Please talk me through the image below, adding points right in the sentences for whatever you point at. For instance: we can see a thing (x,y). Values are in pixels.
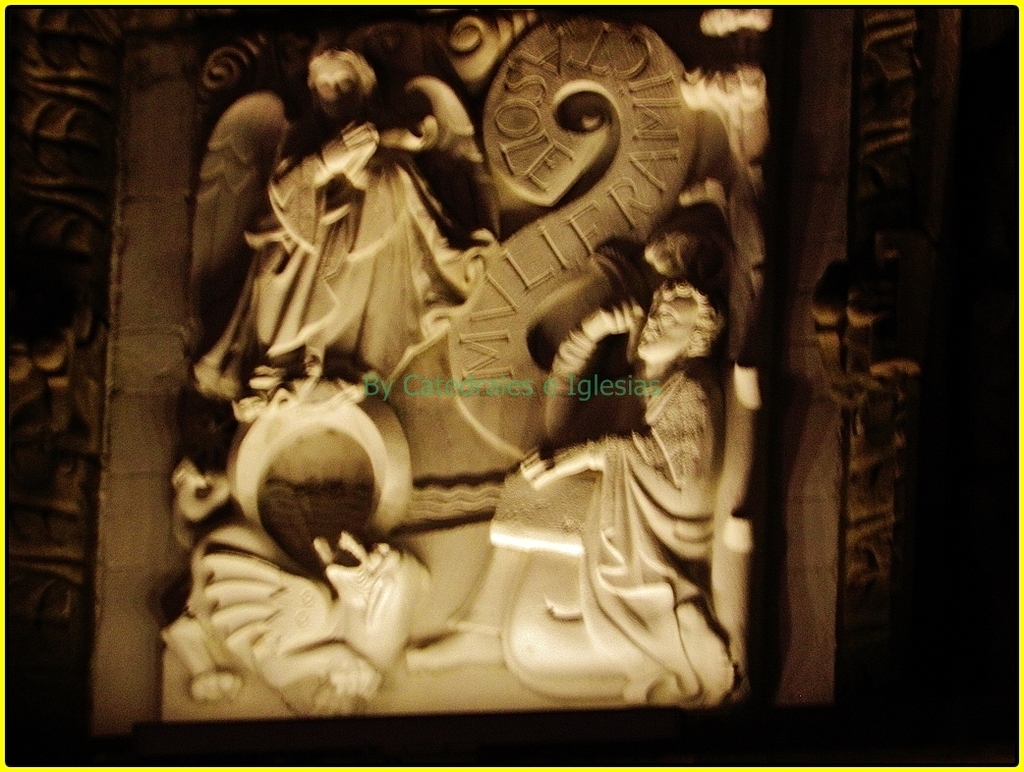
In this image we can see sculptures (424,581). There is some text (645,394) at the center of the image (483,377).
